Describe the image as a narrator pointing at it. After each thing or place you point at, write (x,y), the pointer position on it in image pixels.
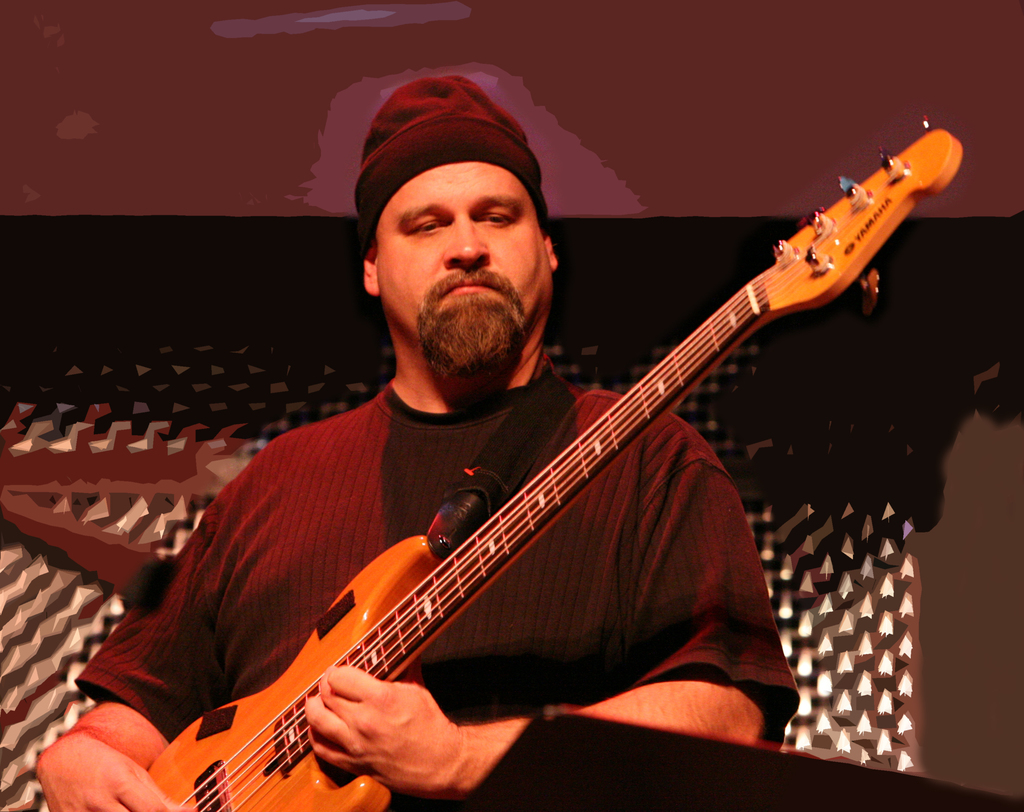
There is a person (148,766) holding a guitar (186,794) in his hand (146,794).
